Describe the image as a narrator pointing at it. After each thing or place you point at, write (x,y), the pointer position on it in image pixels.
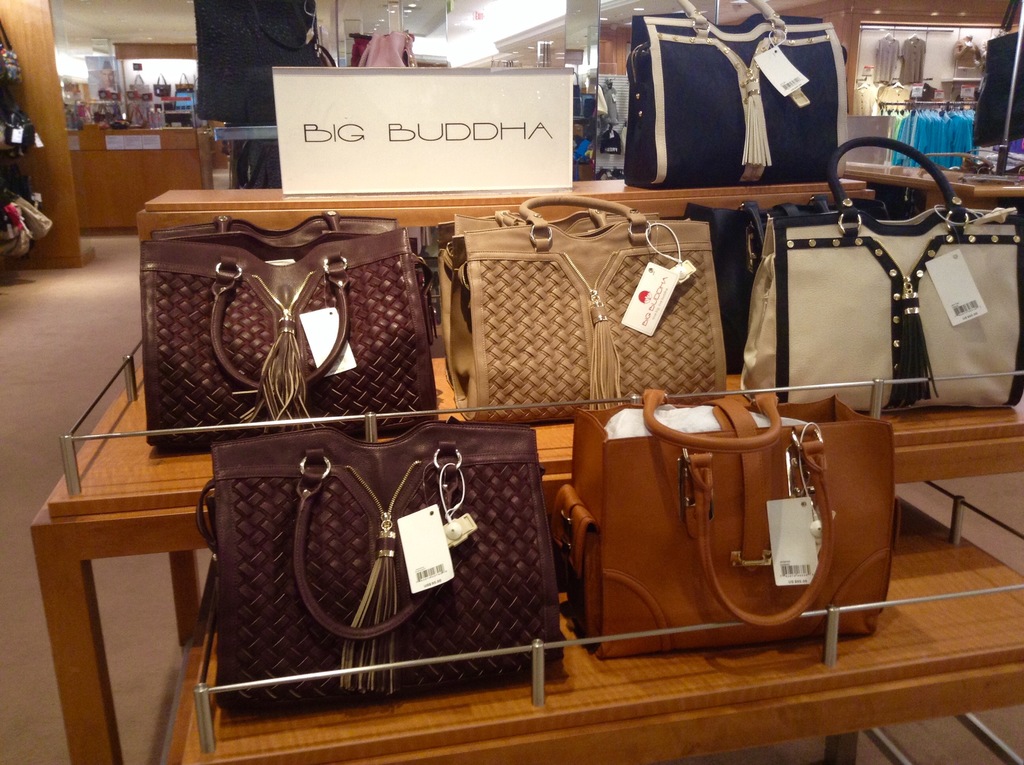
In the picture we can see a shopping mall (953,126) in that we can find some bags (612,507) on the racks (110,466). The bags (376,284) are of different colour and brown, white and black. And on the rack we can see a board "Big buddha"
